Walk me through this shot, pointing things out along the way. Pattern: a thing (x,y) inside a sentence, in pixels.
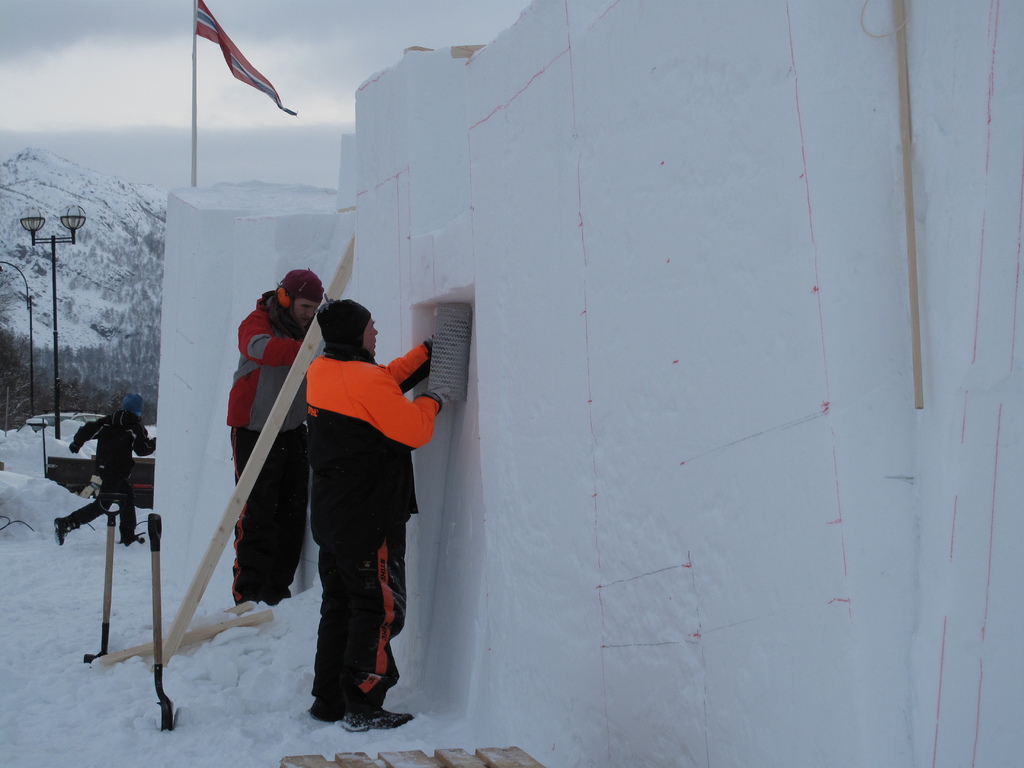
In this image there are three people (297,349) in which one them holds an object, there are wooden sticks (231,504), some metal objects (159,666) on the ground (130,636), a bench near the wall (437,436), there are lights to a pole (54,335), a flag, trees (103,350), mountains (142,231) and the ground (83,612) covered with snow (318,728).
